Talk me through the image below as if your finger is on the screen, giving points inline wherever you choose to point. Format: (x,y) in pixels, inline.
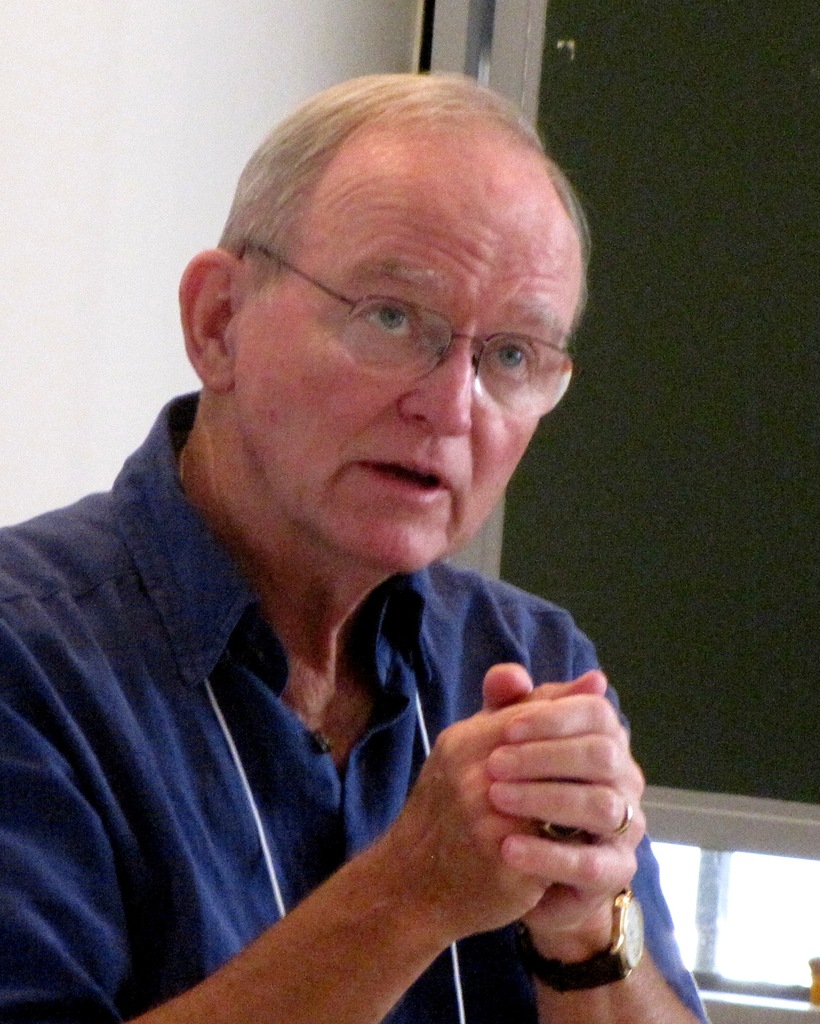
In this image I can see a man (379,778) in the front (472,733) and I can see he is wearing blue colour dress (184,811), a watch (622,924) and a specs (526,403). In the background (814,540) I can see a green colour board (630,7).
